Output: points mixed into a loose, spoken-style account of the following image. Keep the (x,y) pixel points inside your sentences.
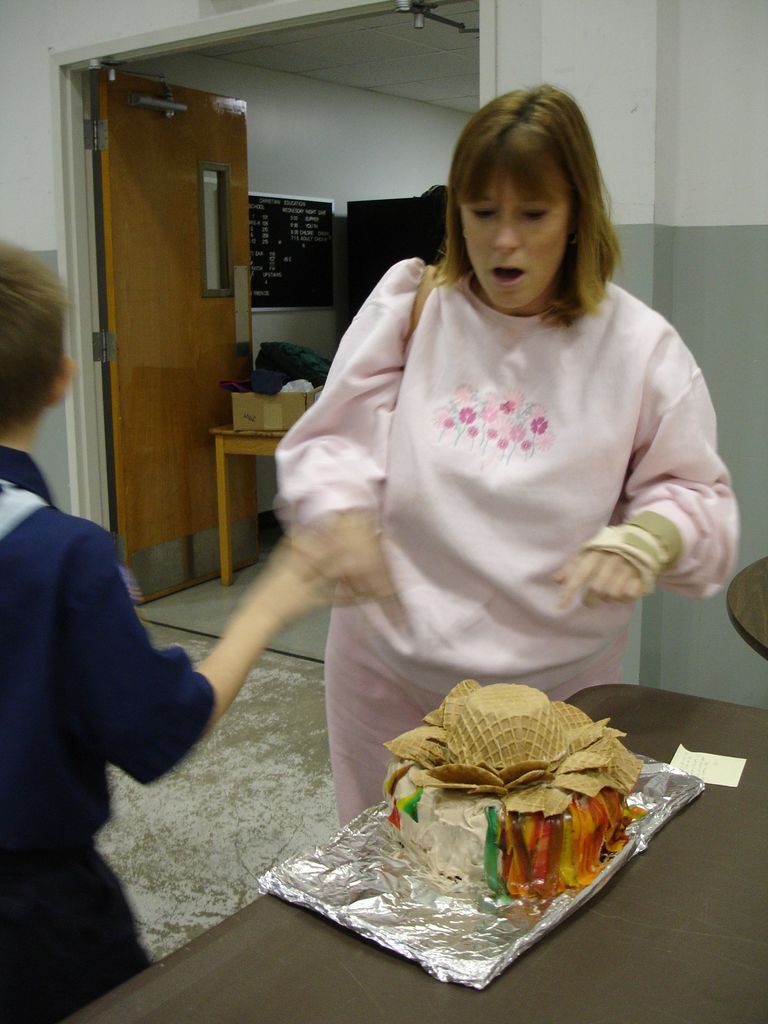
In this image there is a woman (512,421) standing on the floor (177,802). Before her there is a table (353,972) having a cake (557,718). Left side (33,752) a person (92,742) is standing. There is a table (220,435) kept near the door (159,385). On the table (260,434) there are few objects (266,413). A board (273,295) is attached to the wall (401,171). Behind the woman (564,122) there is an object (395,242).
